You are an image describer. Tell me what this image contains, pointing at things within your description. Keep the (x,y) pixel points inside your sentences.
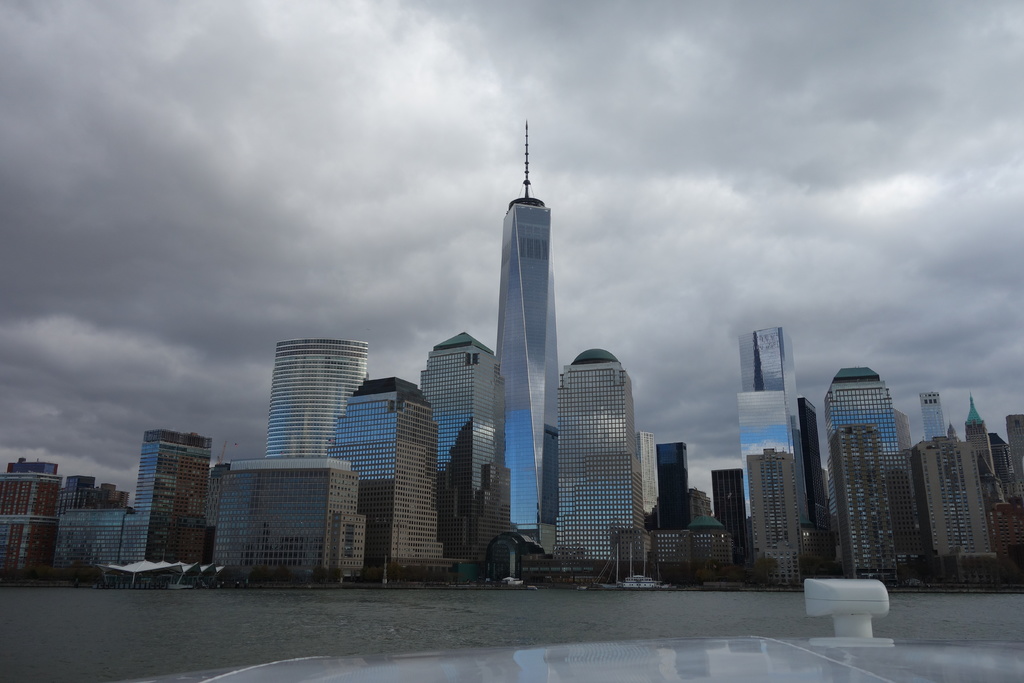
This picture is clicked outside. In the foreground (273,629) there is a water body (669,620) and an object (654,645) and we can see the tents (190,580), boats (654,584), buildings (607,498), skyscrapers (364,341) and some other objects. In the background (769,108) there is a sky (585,102) which is full of clouds (350,225).
